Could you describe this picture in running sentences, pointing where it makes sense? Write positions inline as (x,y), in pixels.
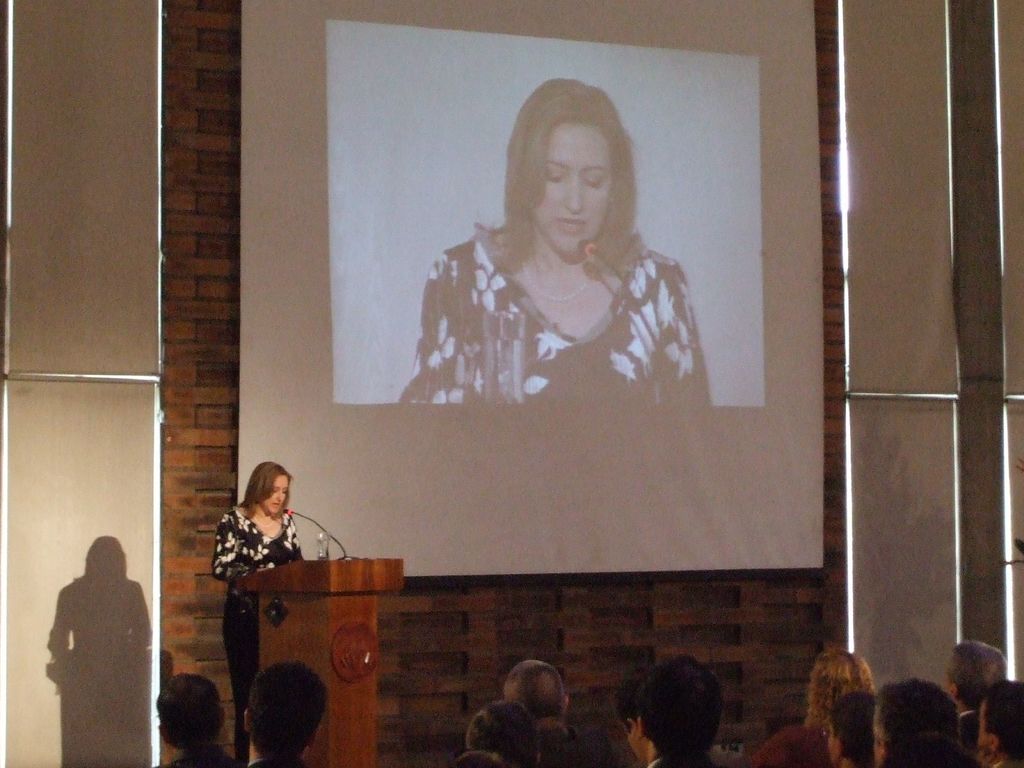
This picture is clicked inside the hall (949,537). In the foreground (916,726) we can see the group of persons (189,718). On the left (264,538) there is a woman (255,511) wearing black color floral t-shirt (248,552) and standing behind the wooden podium (336,623) and we can see a microphone (346,555) and a glass of water (323,543). In the background (216,226) we can see the wall (223,127) and a projector screen (385,125) on which we can see the picture of a person (556,217) and the picture of a microphone (592,258) and a glass of water (497,332).
